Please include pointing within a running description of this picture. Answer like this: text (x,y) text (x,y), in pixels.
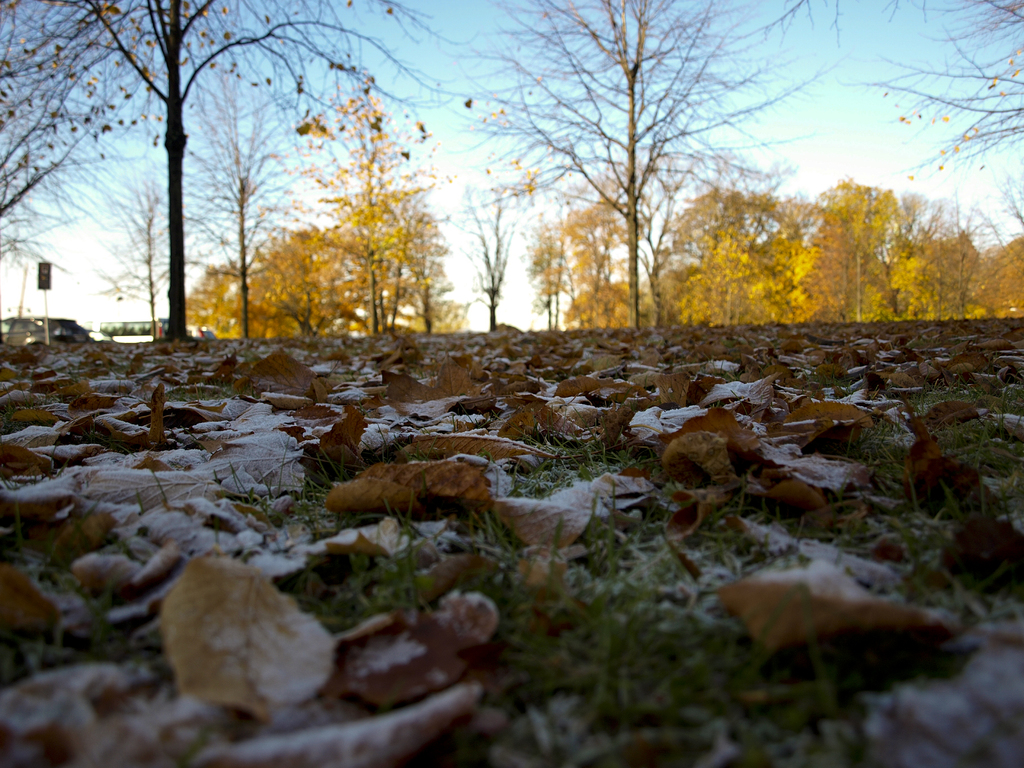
In the picture we can see a grass surface (612,689) on it, we can see some dried leaves (1016,691) and far away we can see some trees (780,233) and sky (496,195) with clouds (454,192).
